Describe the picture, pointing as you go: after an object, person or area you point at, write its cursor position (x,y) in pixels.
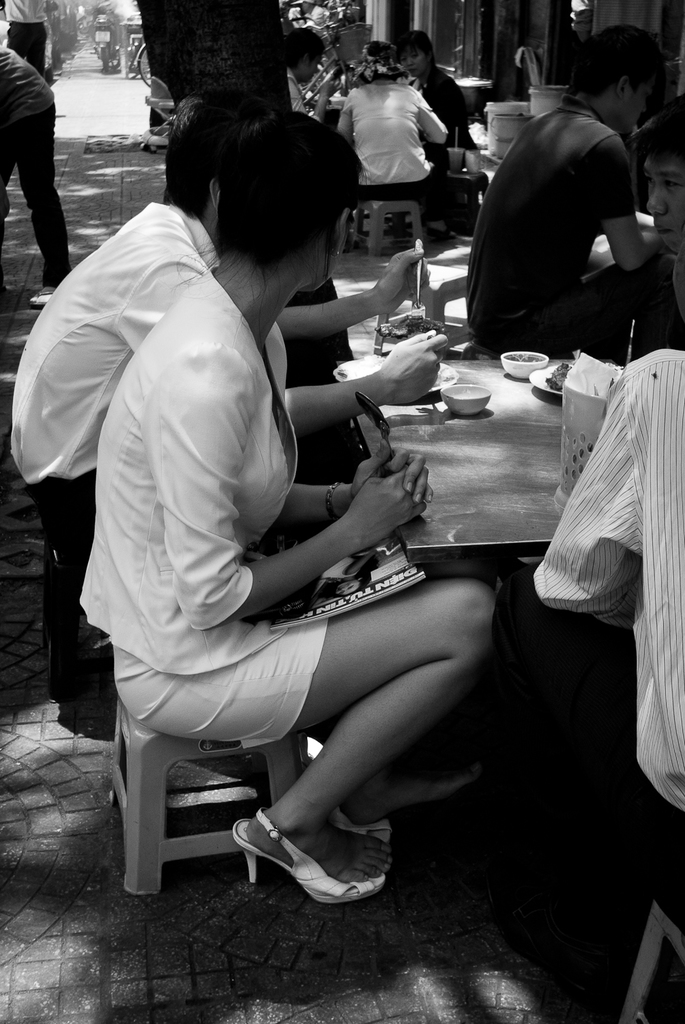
There are persons (348,161) sitting on the stool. There is a table (489,457). On the table (503,378) there are some plates (539,382) and bowls (473,387).
